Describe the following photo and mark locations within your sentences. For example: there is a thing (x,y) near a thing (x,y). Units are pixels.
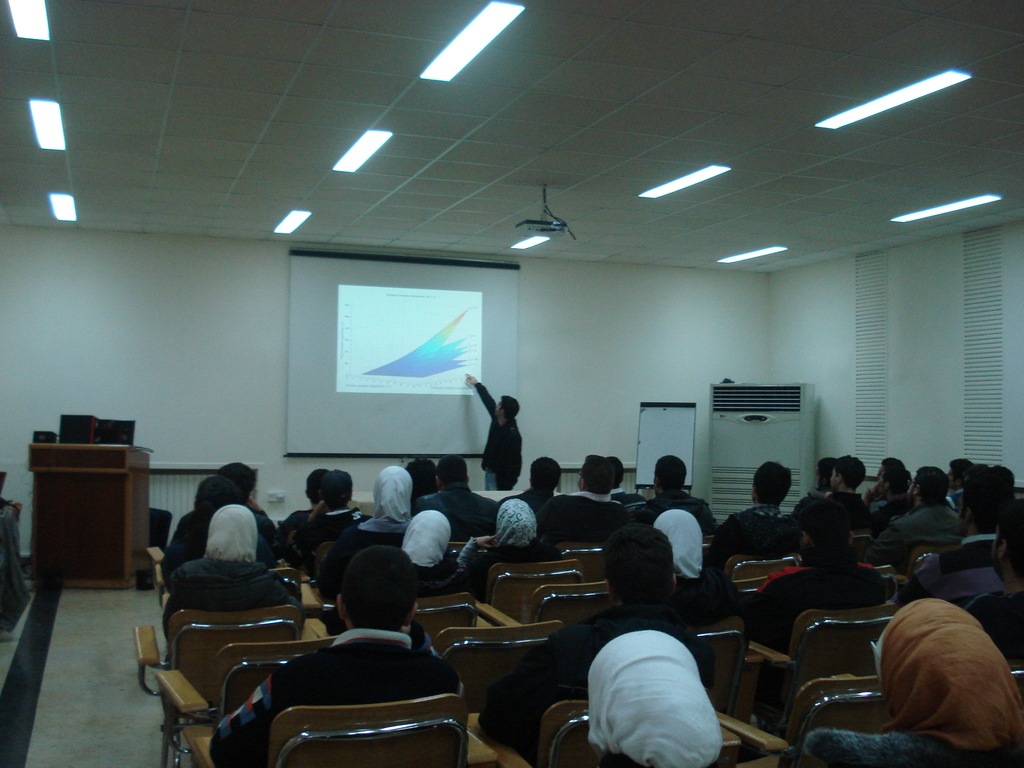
In this picture there are group of people (347,669) those who are sitting at the right side of the image (882,647) and there is a projector screen (401,452) at the center of the image (457,355), there is a person (468,375) who is standing at the center of the image (477,386), he is explaining something and there is a desk (72,504) at the left side of the image (134,484).
